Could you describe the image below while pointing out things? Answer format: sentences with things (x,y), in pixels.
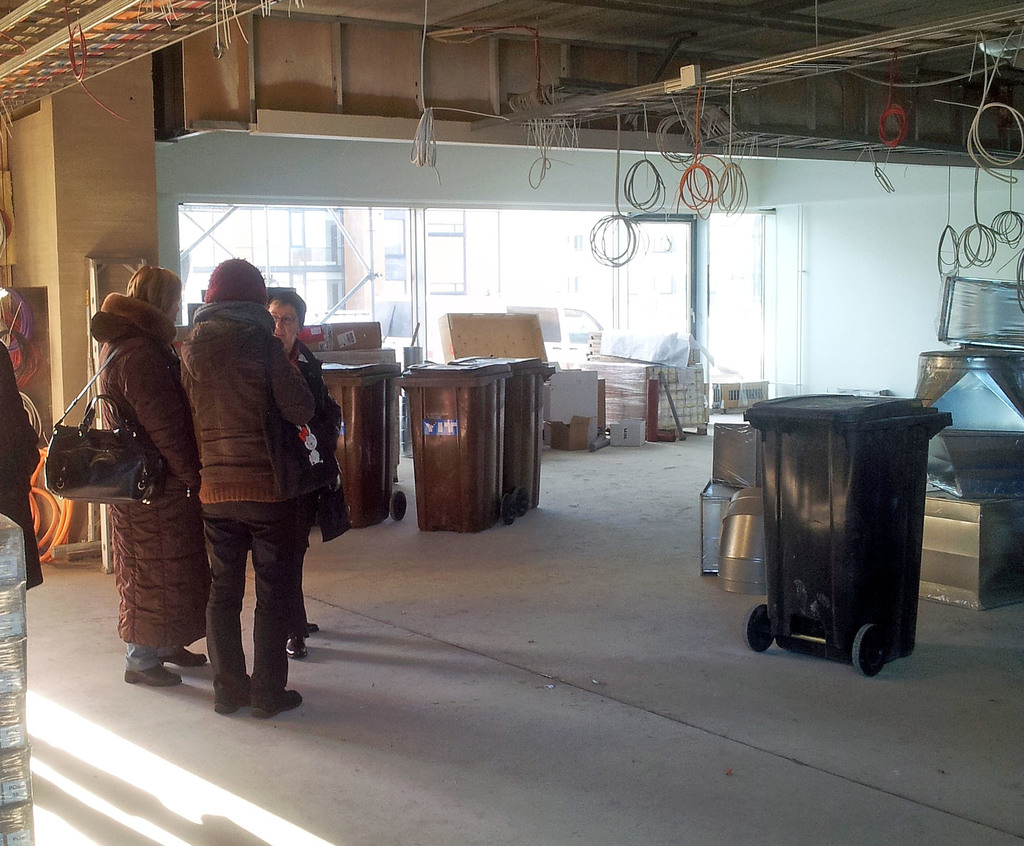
In this image on the left side (177,422) I can see some people (134,600). I can see some boxes (719,436). At the top (659,178) I can see some wires (629,197) hanging on the rod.
